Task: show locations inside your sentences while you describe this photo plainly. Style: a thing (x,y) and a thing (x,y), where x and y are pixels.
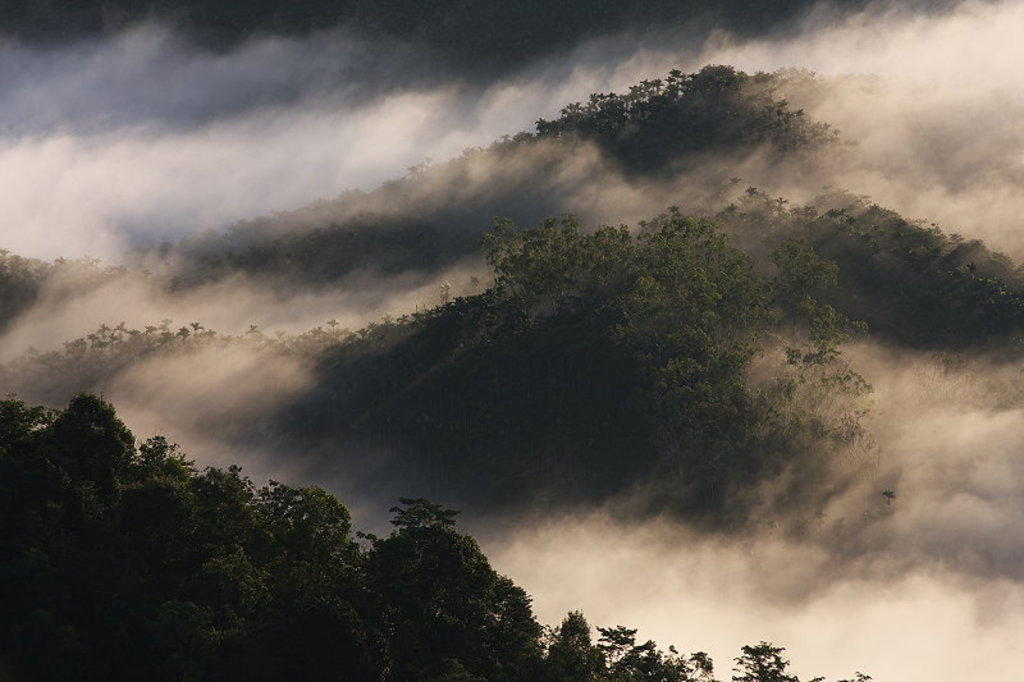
In this image there are few hills (704,142) having few trees (616,427) on it. They are covered with fog (936,136).
